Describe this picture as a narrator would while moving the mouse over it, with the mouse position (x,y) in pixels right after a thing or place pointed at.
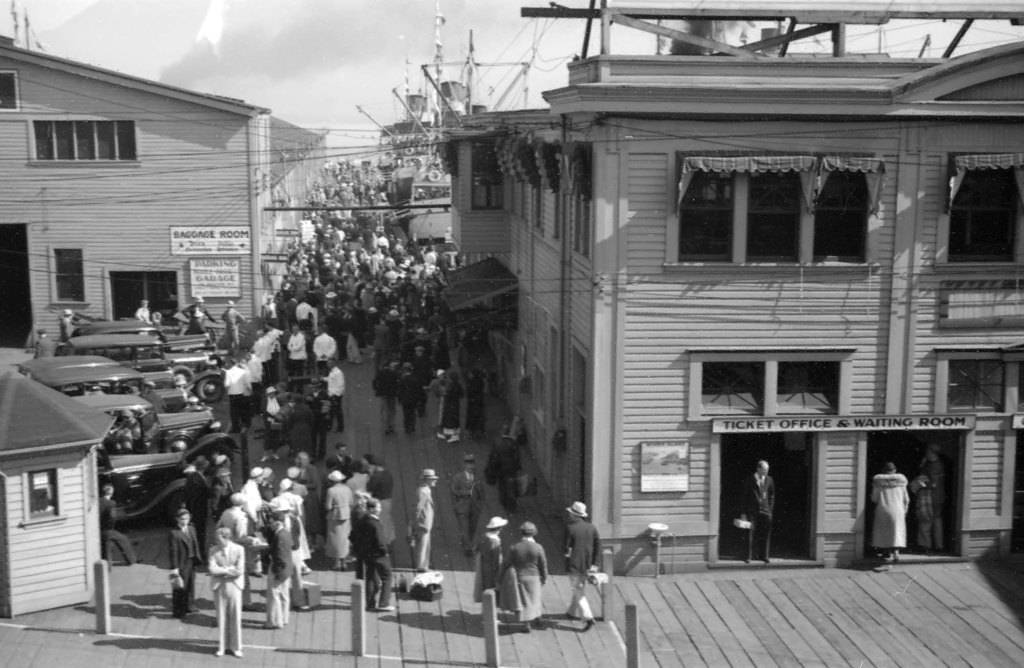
In this image in the center (367,250) there are persons (327,421) standing and walking. On the right side (684,282) there are buildings (668,260) and there is some text (835,427) written on the wall (826,425) of the building (770,431) which is in the front (859,425). On the left side (154,360) there are cars (157,382). In the front (102,586) there are poles (99,571).
